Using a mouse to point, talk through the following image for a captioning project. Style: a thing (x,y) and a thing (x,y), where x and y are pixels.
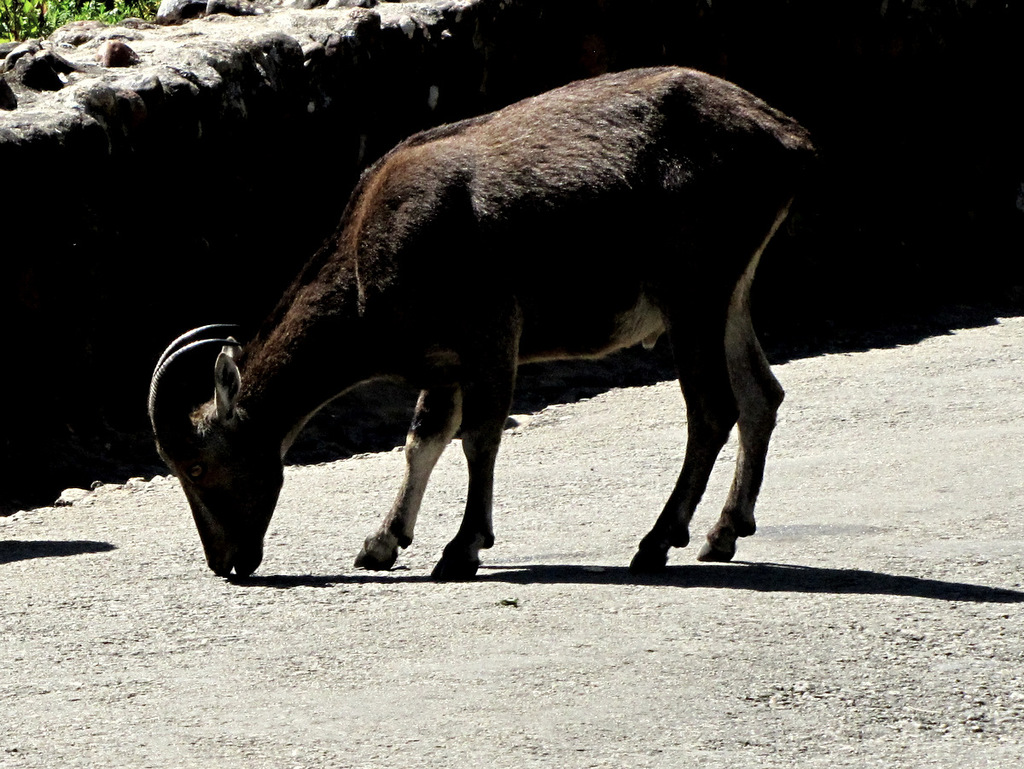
In this image I can see an animal (410,254) on the ground (301,583). In the background (146,131) there is a wall (166,141).
